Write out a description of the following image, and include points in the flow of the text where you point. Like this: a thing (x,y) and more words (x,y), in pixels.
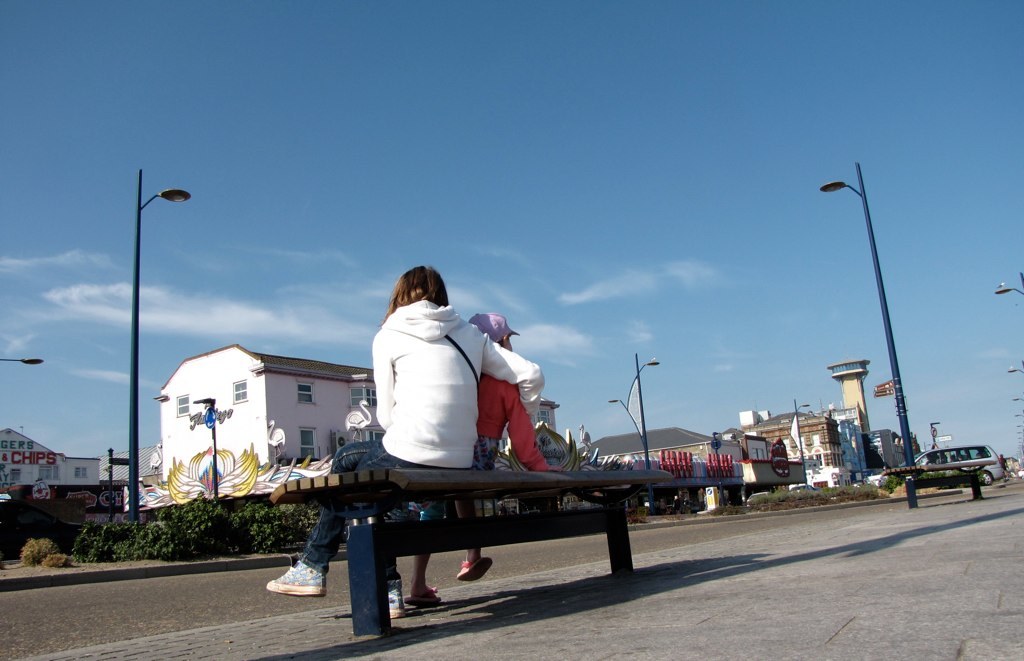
In this image, there are a few people (326,555). We can see the ground (692,549) and some benches (979,487). There are a few poles (1023,447) with lights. There are a few buildings (748,444). We can see the sky (1007,295) with clouds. We can see some boards (293,475) with images (276,473). There are a few plants (297,511).
